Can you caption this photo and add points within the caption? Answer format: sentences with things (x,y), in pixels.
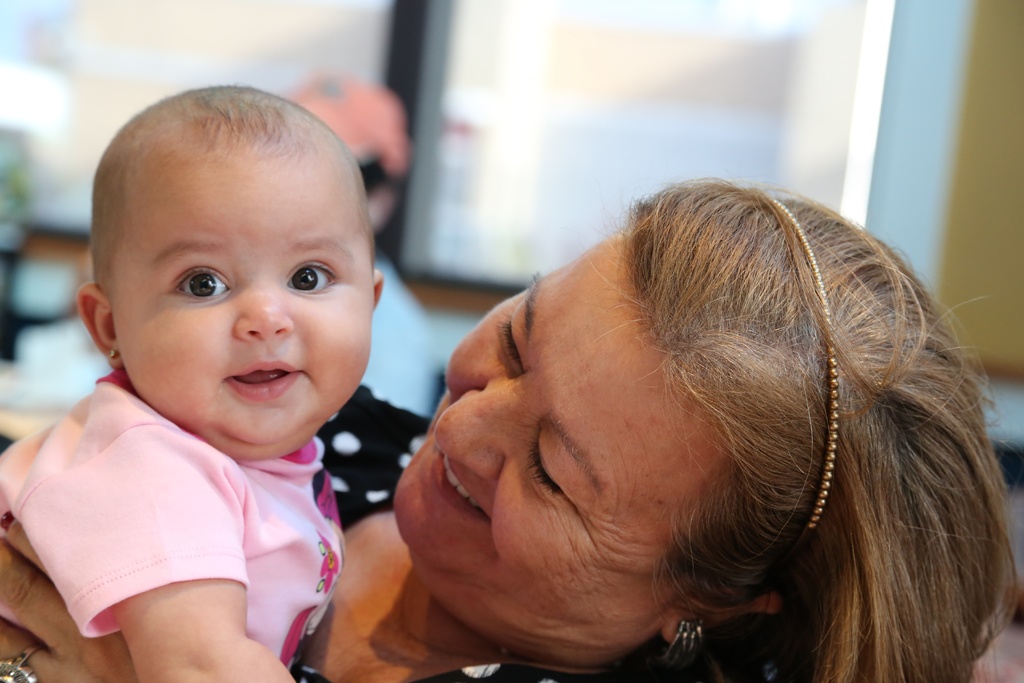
In this picture, we can see a few people (456,360) and the blurred background (556,171).
